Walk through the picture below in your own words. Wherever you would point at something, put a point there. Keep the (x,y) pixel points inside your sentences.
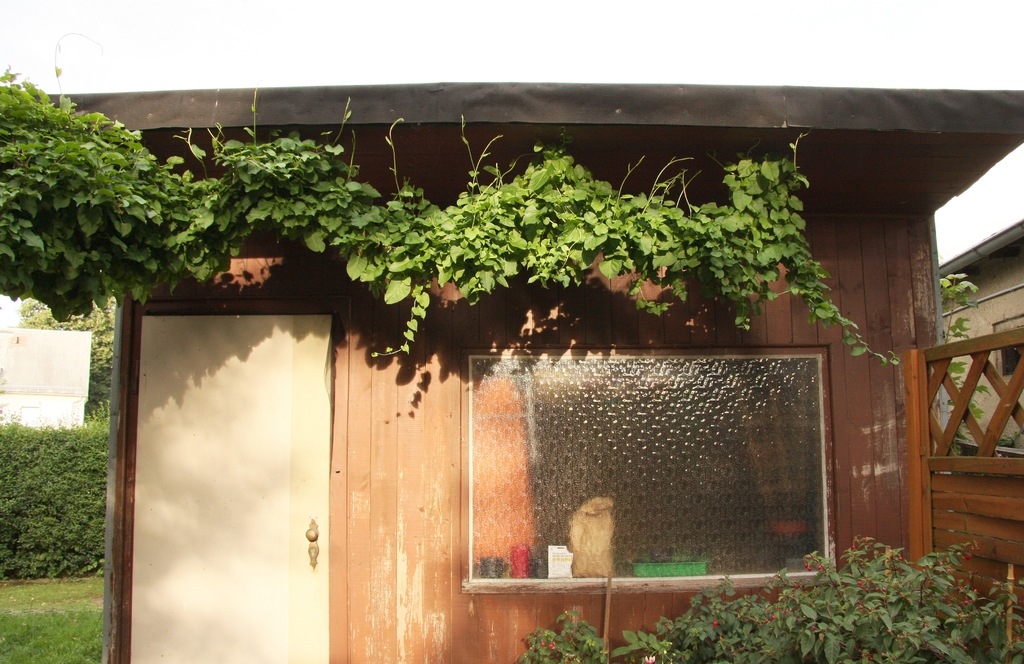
In this image in the center (485,438) there is one house door (184,409) and a window (482,451) and through the window (703,508) we could see some bottles (496,563) and some objects (590,557) and also there are some plants (624,245). In the background (88,371) there are some trees (93,329), plants (80,487) and some houses (973,316). At the bottom (74,630) there is grass (46,614).
